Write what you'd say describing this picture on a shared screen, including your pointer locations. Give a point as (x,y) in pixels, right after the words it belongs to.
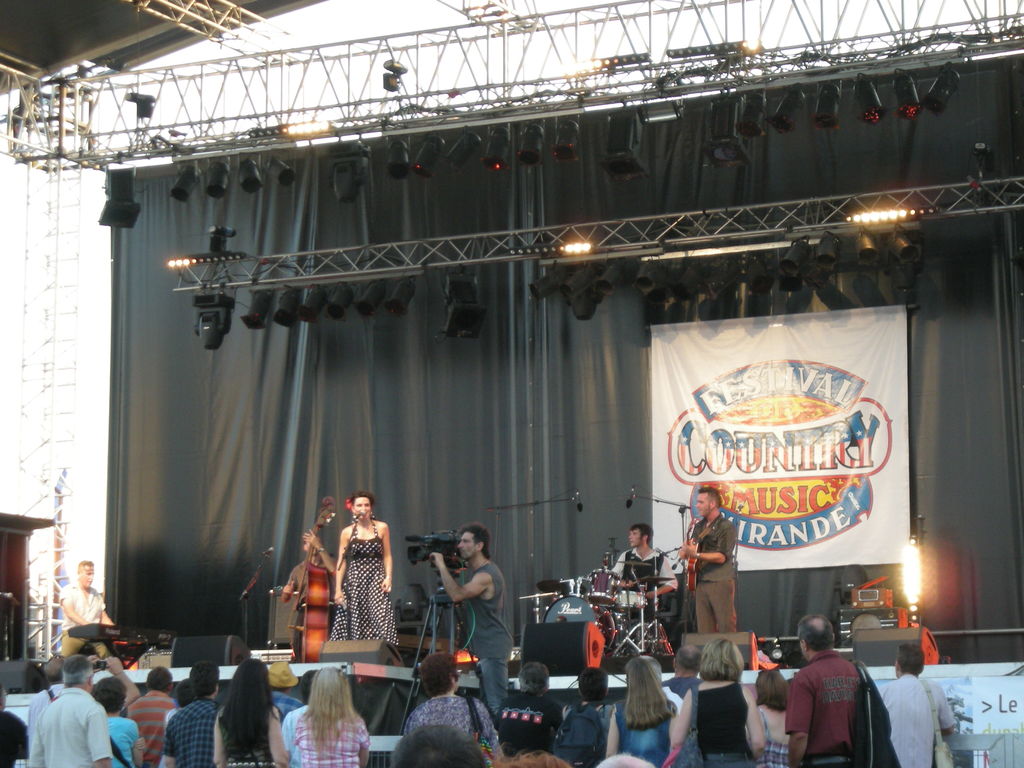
This image clicked in a concert. There are many persons (145,708) in this image. In the front (464,592), the man (490,619) is holding camera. To the right (706,577), the man (701,551) is playing guitar (694,584). In the background (623,569), the man (615,569) is playing drums (606,588), and there is a black cloth (988,379) and banner (790,370).
